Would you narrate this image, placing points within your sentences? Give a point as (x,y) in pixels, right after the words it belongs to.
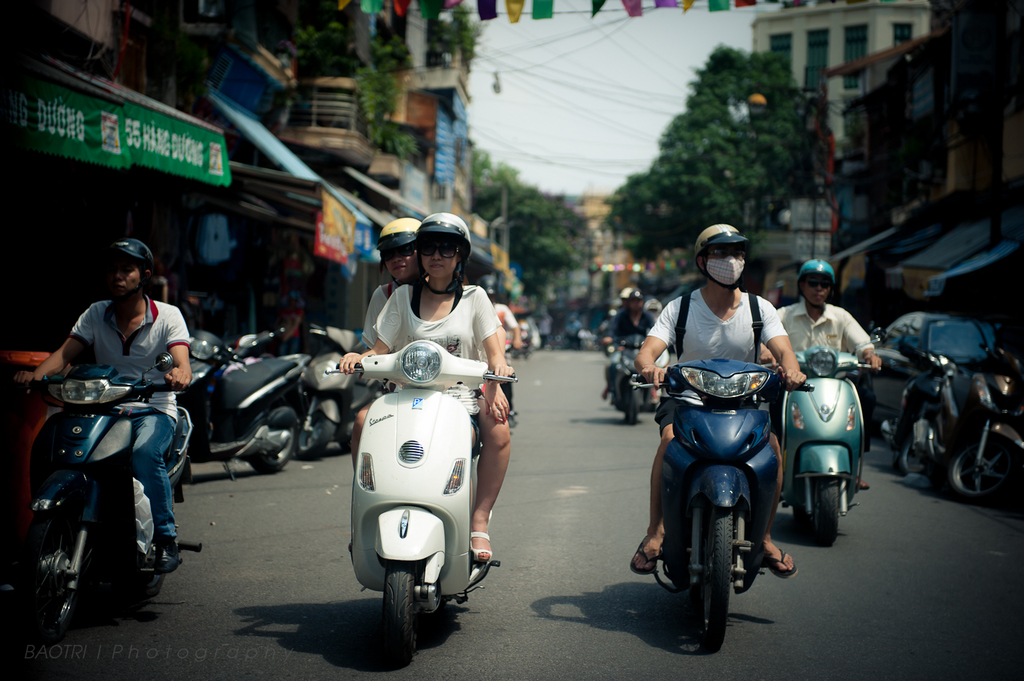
At the top (628,96) we can see sky (624,98), wires (606,77) and different colour papers (545,17). We can see buildings (784,43) and trees (742,91) here and also few stores (967,224). We can see persons (829,335) riding bikes (39,386) on the road (527,439). We can see few vehicles (969,425) parked across the road (262,503).
